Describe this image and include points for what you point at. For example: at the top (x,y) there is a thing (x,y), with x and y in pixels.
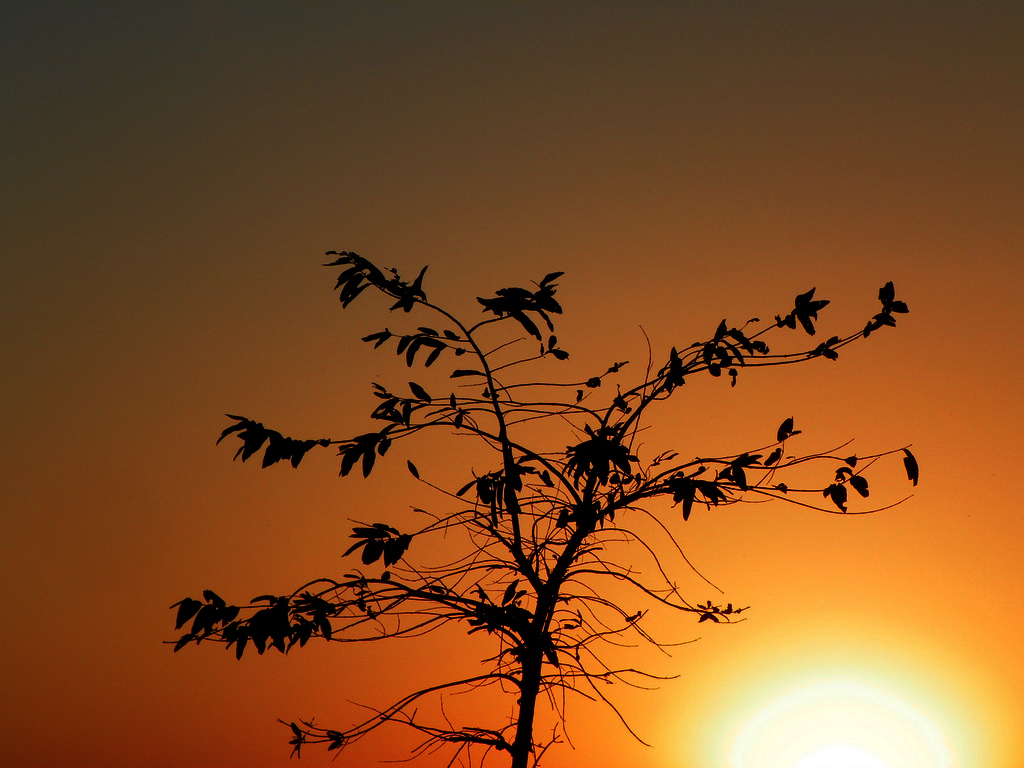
This image is taken outdoors. In the background (213,245) there is the sky (968,528) and there is a sun (880,716). The sky (818,613) is orange in color. In the middle of the image (493,500) there is a tree (533,695) with leaves (286,601), stems (535,668) and branches (600,479).
